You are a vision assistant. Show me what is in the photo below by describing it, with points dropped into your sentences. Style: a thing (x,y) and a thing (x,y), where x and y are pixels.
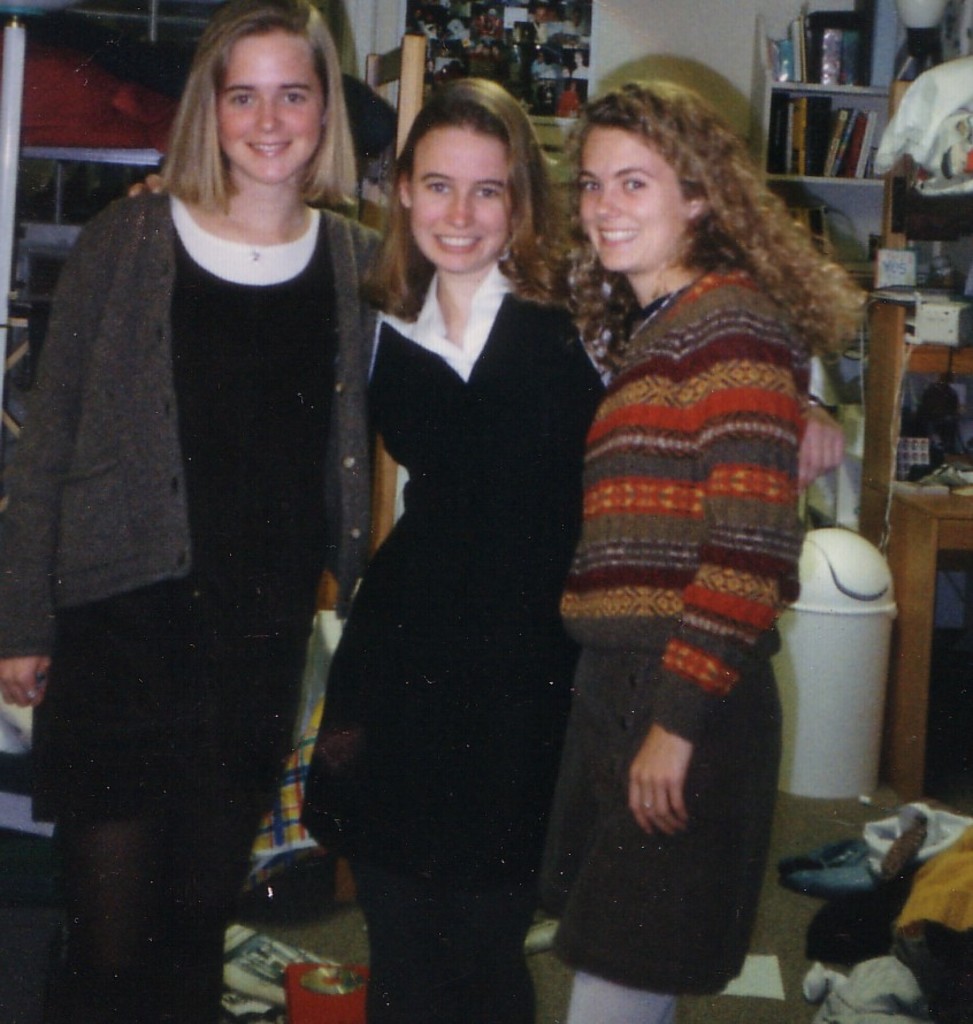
There are three ladies (484,458) standing and holding each other and there are few other objects (936,272) behind them.
